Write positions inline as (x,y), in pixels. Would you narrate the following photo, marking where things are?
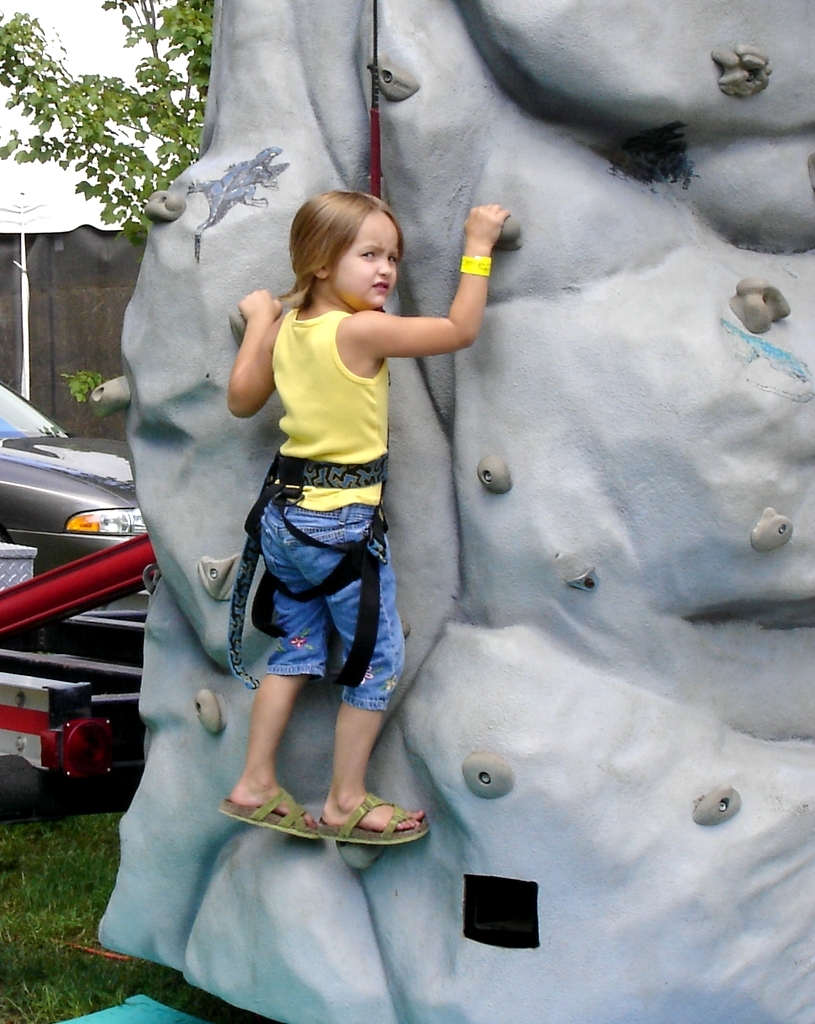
In this image we can see a child (395,615) doing rock climbing. In the background (84,412) there are trees (49,150), walls (67,313), motor vehicle (41,416) and grass (63,878).
